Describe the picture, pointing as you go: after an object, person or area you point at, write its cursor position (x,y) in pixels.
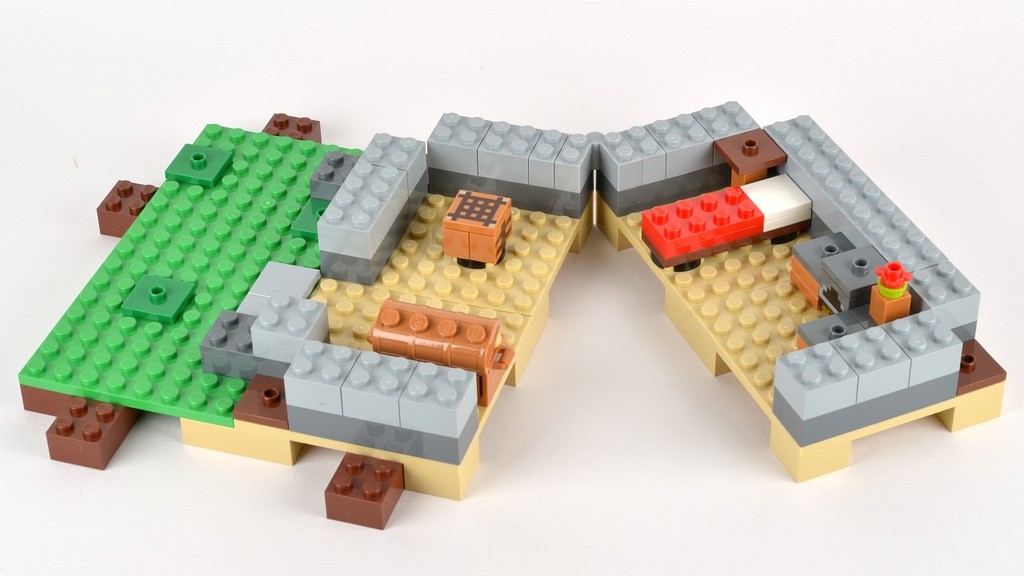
This image consists of miniature blocks (338,354) are kept on the desk (784,572). The desk (784,572) is in white color.
